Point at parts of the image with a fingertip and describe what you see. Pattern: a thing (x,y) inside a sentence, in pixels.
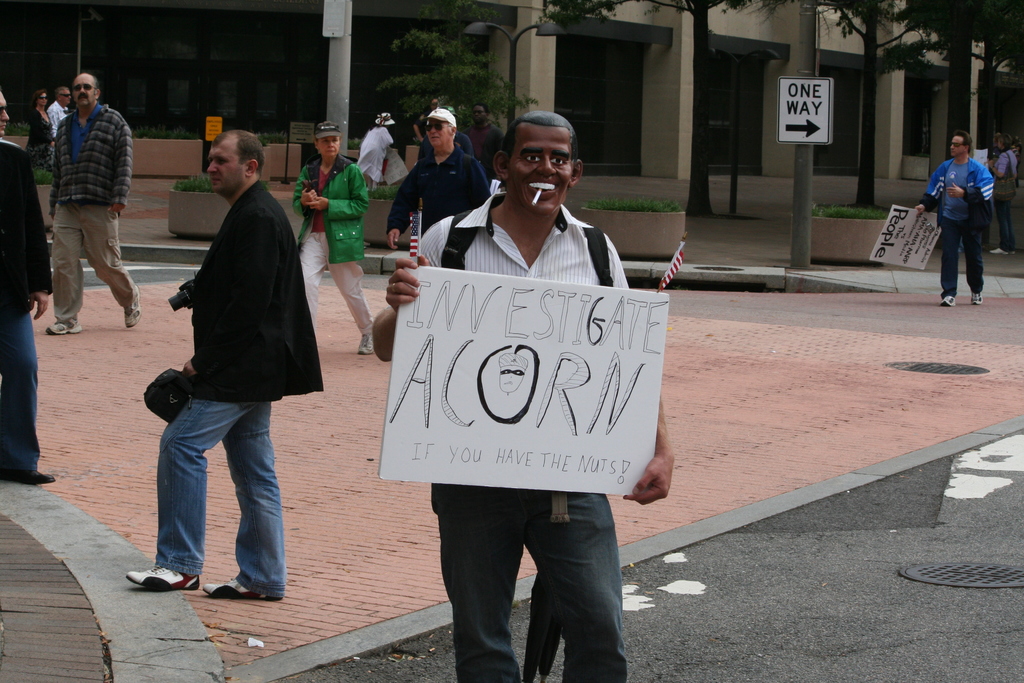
In this image I can see a person (540,216) wearing a mask (533,158) and holding a board (565,415) in his hands (650,465). There is some text (622,402) on the board (589,482). I can see few persons (20,238) walking. I can see few trees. In the background (216,16) I can see a building (586,116) and a pole (802,221).
